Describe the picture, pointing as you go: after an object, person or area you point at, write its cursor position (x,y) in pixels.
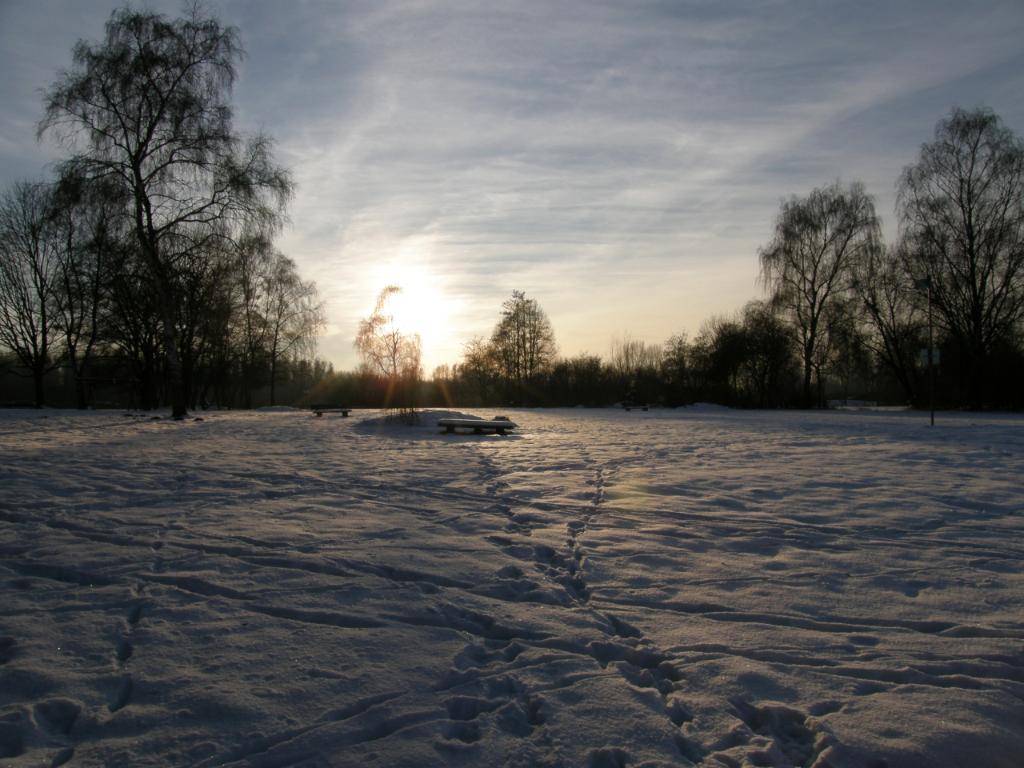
In this image I can see ground (466,604) full of snow (485,543). In the background (669,317) I can see number of trees (1010,273) and the sky (522,145).
